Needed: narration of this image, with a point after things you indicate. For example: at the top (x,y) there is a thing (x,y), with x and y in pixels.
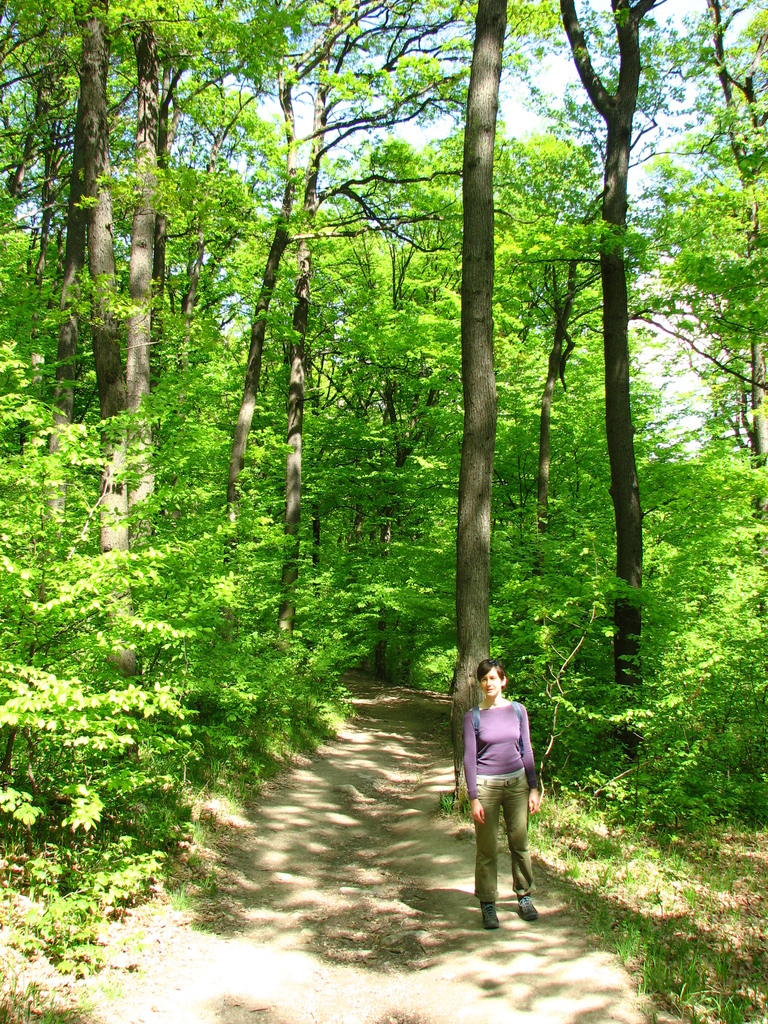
In the foreground of this image (467,846), there is a woman (477,736) wearing backpack (478,722) is standing on the path (524,938). On either side, there are trees (526,538). In the background (552,80), there is the sky (557,74).
